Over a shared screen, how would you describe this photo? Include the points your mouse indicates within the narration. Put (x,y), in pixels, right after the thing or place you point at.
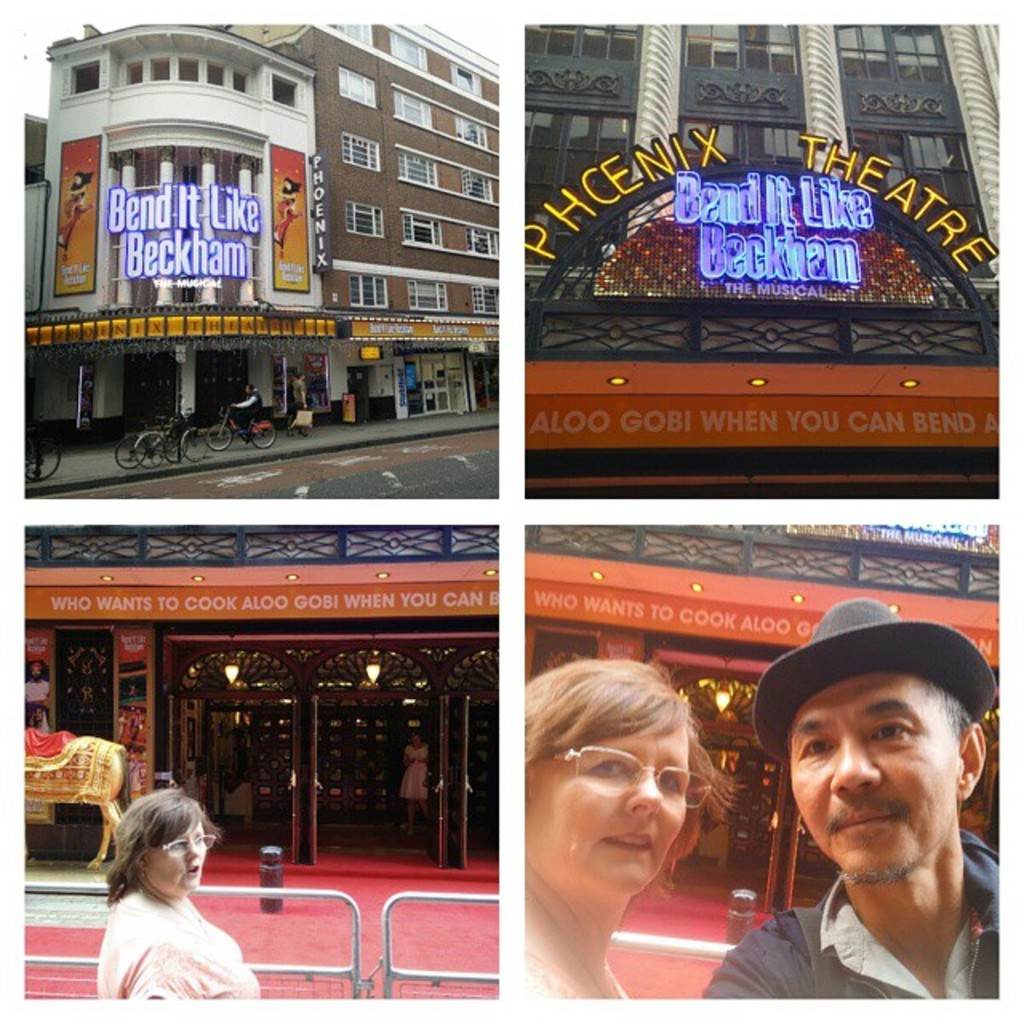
This is a collage image. In the top left corner (281,109) we can see a building (336,118), boards (284,201), windows (349,216), wall (389,153), pillars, door (436,370) and some persons (251,403) are riding bicycles (253,419) and road (414,464). In the top right corner (944,110) we can see a building (809,129), boards (760,414), wall (776,99), some naming boards (721,237). In the bottom right corner (866,898) we can see two persons (587,818) are standing and also we can see the boards (713,599), lights (793,601), ground (672,971). In the bottom left corner (139,873) we can see a lady (171,924) is standing and wearing spectacles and also we can see the barricades (334,901), poles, statue (107,745), chandelier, wall (368,635) and a person (409,762), road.
